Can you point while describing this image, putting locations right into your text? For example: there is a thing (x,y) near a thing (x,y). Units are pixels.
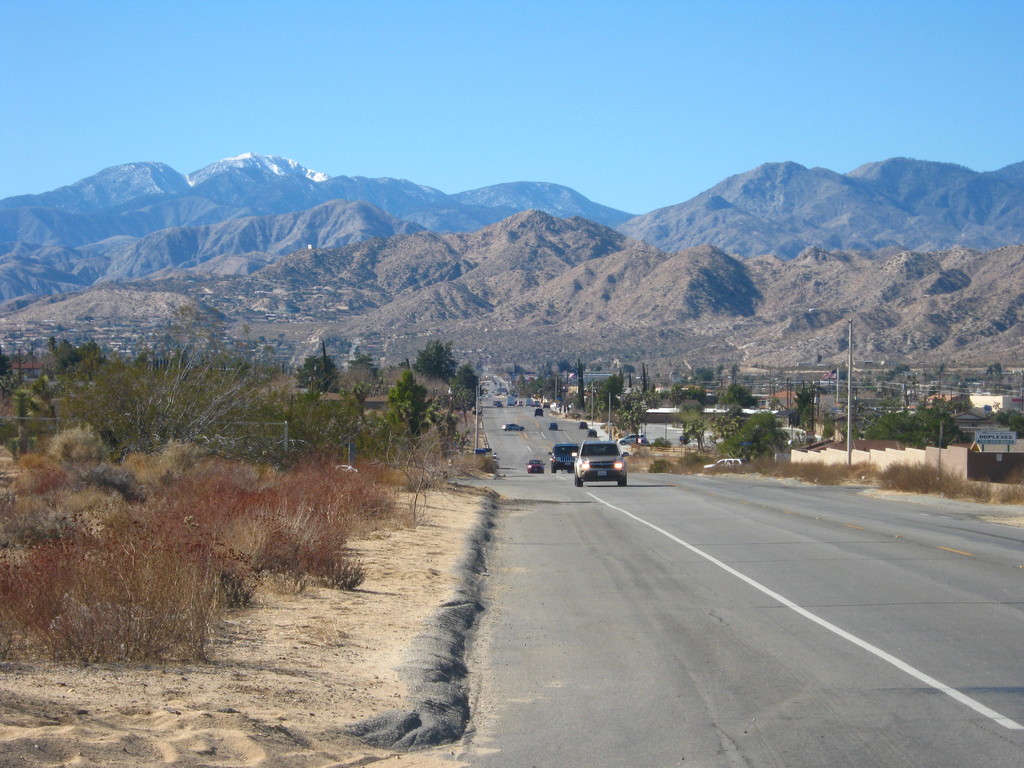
In this image we can see motor vehicles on the road (550,476), poles (850,367), trees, bushes (387,454), hills (393,247), mountains (783,228) and sky (384,119).
